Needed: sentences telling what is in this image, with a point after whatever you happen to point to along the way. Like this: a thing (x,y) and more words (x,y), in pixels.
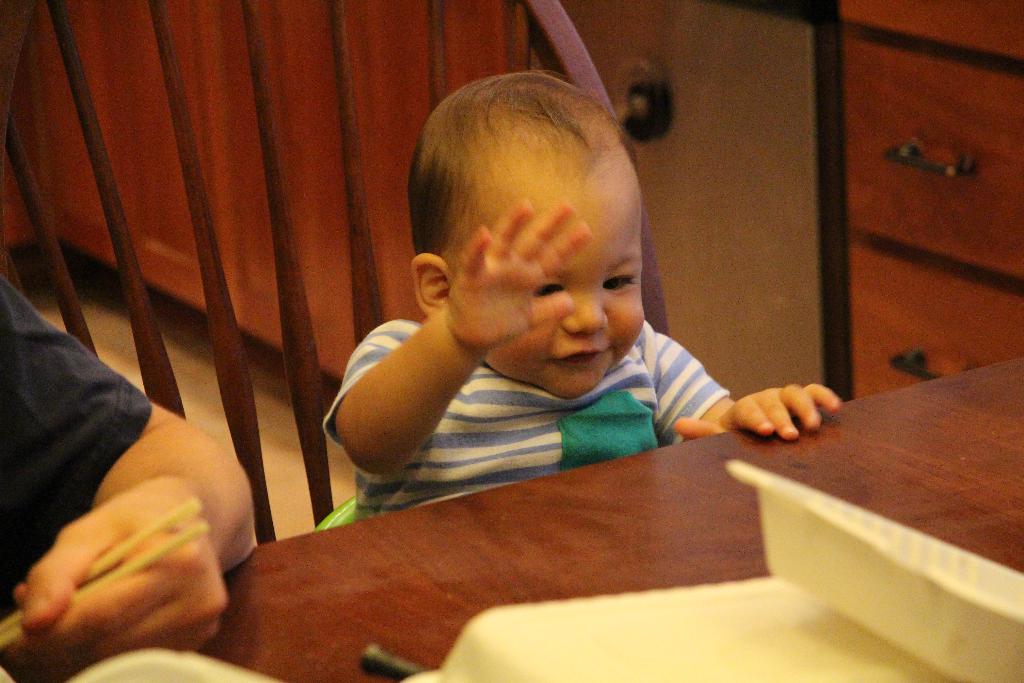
In this image I see a baby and there is a person (204,454) near to that baby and I see the person (189,471) is holding chopsticks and there is a table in front of them.
